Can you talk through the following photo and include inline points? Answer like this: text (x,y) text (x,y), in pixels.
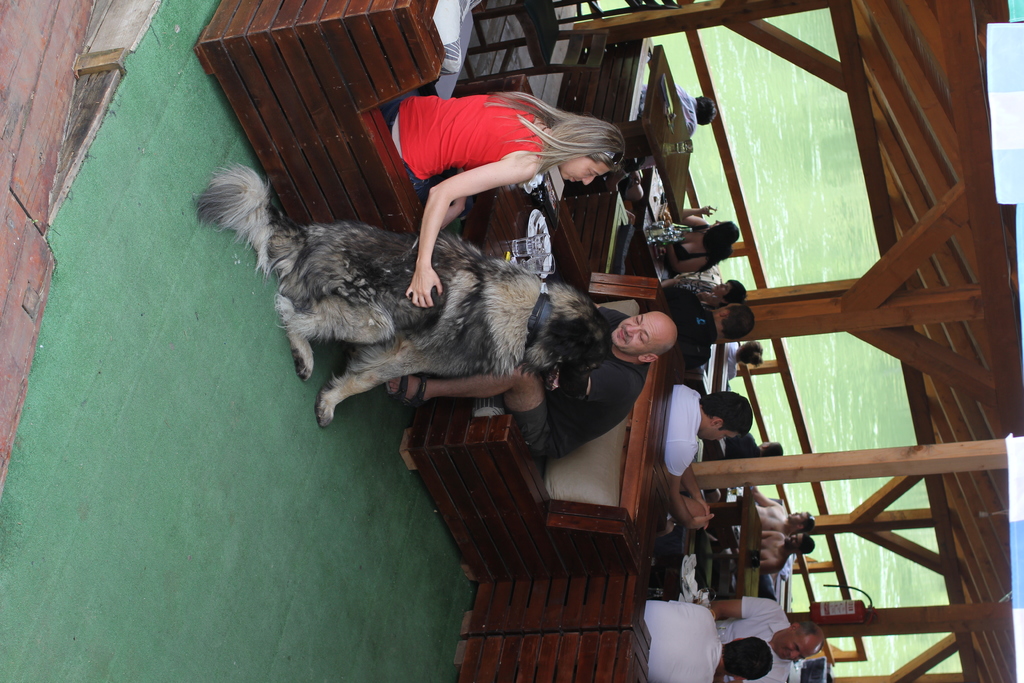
In this picture, we can see a few people (647,361) sitting, and we can see the ground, a dog (581,313), tables (720,503), roof (950,275), and we can see water (849,217).
